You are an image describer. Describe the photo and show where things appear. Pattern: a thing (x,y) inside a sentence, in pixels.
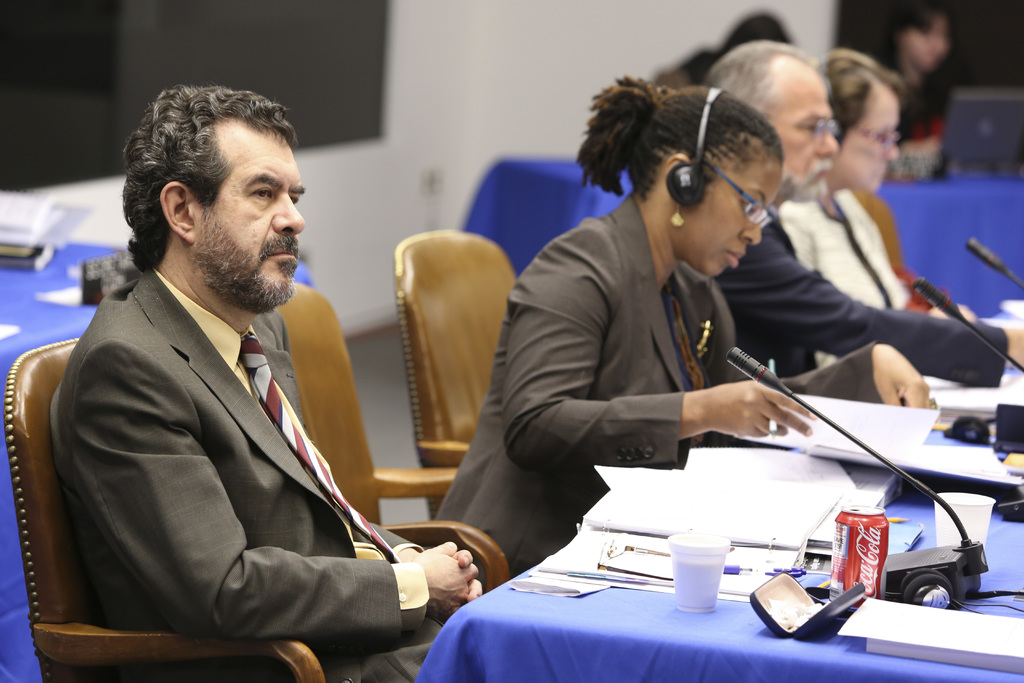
In this image I can see a group of people (602,418) are sitting on the chairs (404,492) in front of tables (1016,226) on which I can see papers (807,525), mike's (922,549), glasses (947,542), cans (857,573) and so on. In the background (411,226) I can see a wall (463,223) and a screen (61,5). This image is taken may be in a hall (395,224).
